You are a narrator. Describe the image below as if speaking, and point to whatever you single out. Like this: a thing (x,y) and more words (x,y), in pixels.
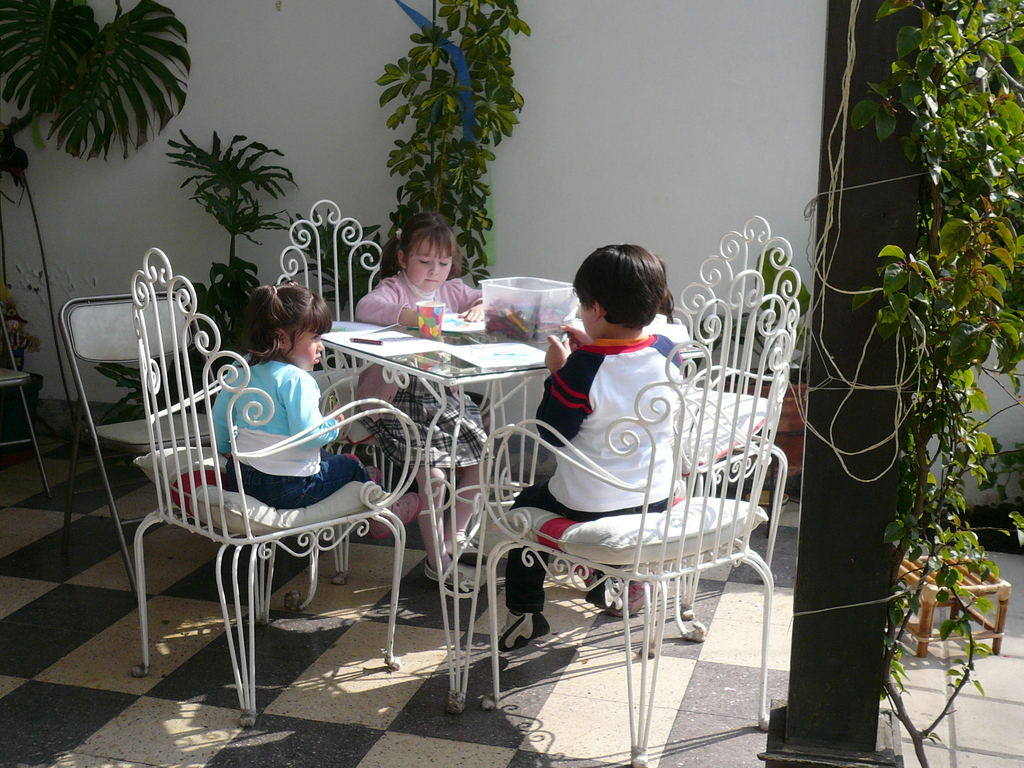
In this picture we can see three children (652,317) sitting on chair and in front of them there is table (466,362) and on table (441,355) we can see glass (432,330), paper (397,339), pen (353,339), box (501,297) with crayons (531,305) in it and in background (197,127) we can see tree (505,87), wall (616,80), stool (1000,599).
